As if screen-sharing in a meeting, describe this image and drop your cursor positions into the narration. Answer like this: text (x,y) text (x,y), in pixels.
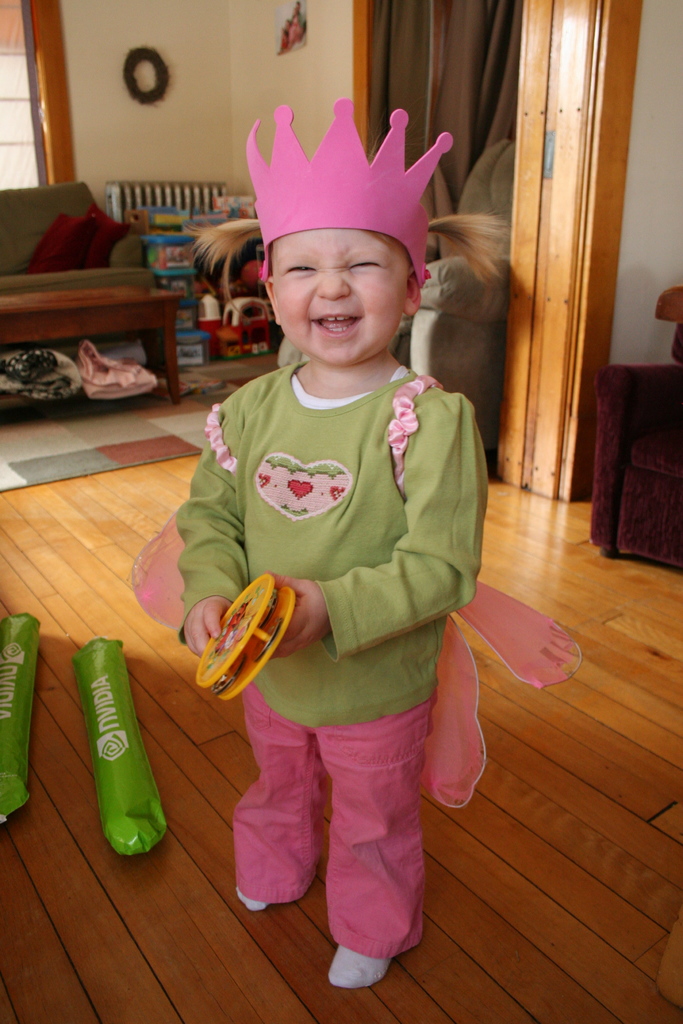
This is an inside view. Here I can see a baby (317,561) standing and smiling. She is holding a toy (236,621) in the hands (293,614). Beside her I can see two packets (18,702) which are in green color on the floor (88,954). In the background (83,276) there is a couch (59,278), table (87,304), few boxes (178,261) are arranged on the floor (204,370) and also I can see the wall (319,86) and a curtain (446,96).
